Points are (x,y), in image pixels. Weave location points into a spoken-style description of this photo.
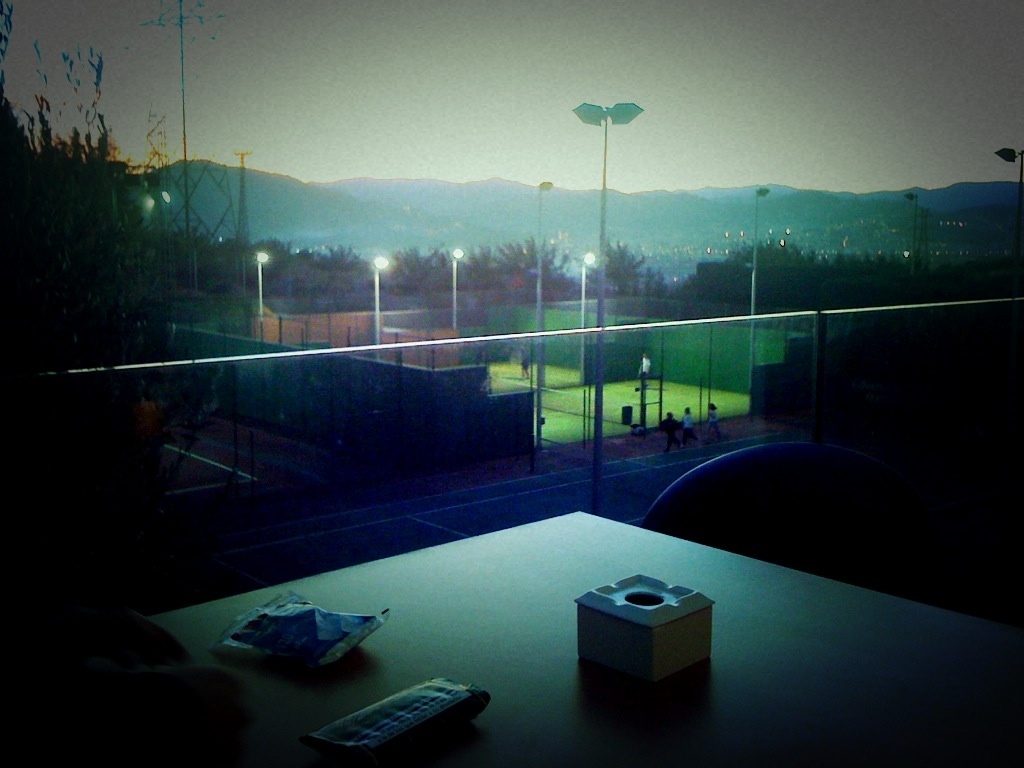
In this image is dark on the left (114,666) and right corner (1019,512). There is a table (643,560) with objects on it in the foreground (543,659). There is a glass railing (843,324). And is a playground (506,427) and poles (539,422) with lights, there are trees (657,288) and mountains (598,214) in the background (744,236). And there is sky (774,144) at the top (719,69).
